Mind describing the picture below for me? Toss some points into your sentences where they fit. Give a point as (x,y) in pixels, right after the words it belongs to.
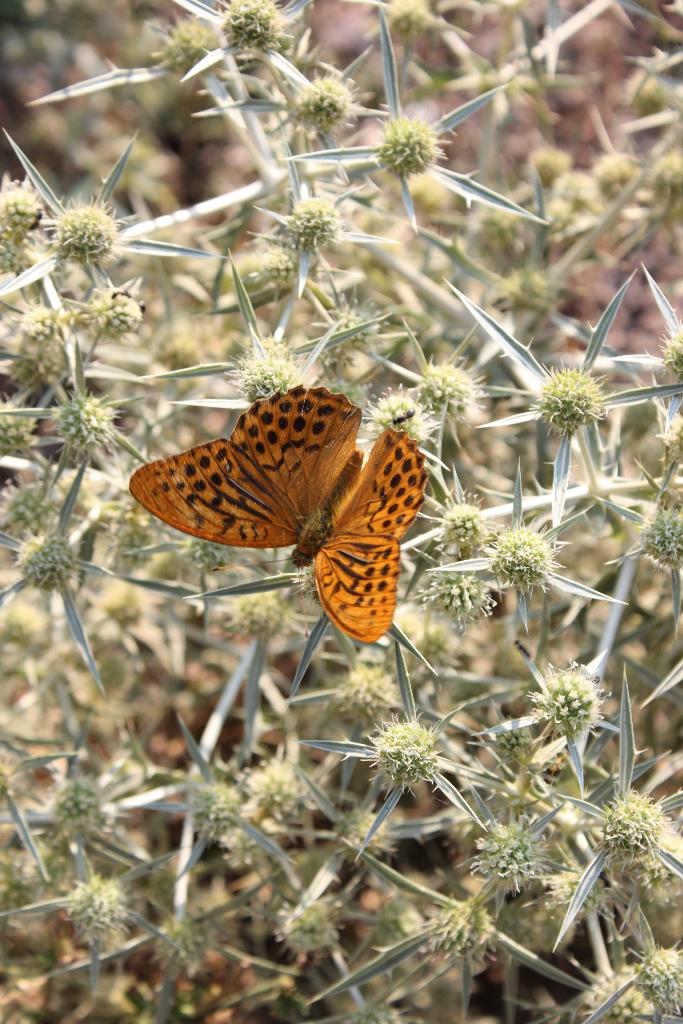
In the middle of this image (235,510), there is an orange color butterfly (347,558) standing on a branch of a plant (374,355), which is having leaves (492,322) and fruits (311,101). And the background (81,20) is blurred.
